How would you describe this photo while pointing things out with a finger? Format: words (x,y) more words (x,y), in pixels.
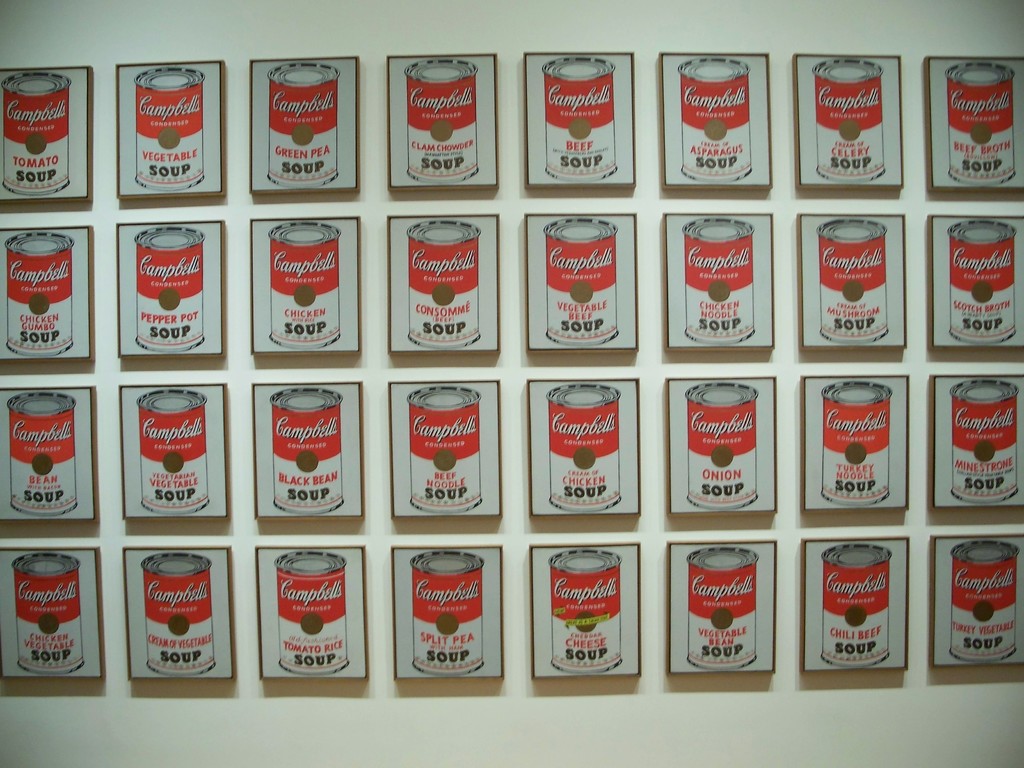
In this image we can see photo frames (30,425) of a tin (553,401) with some text (58,106) on the wall (152,22).
